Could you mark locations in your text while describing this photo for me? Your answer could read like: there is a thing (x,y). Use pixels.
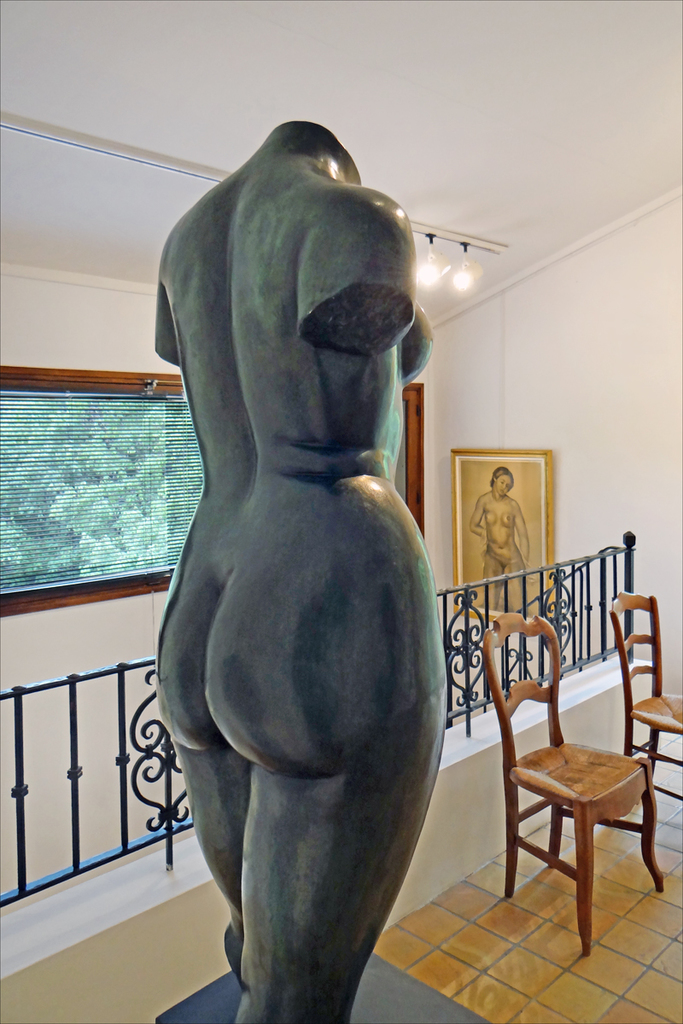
In this picture there is a mannequin (310,588) and some chairs (523,813). Behind the chairs (532,628) there is a railing (582,568) and a photograph (487,510) attached to the wall (500,394). In the background (69,533) there are some lights (422,268) and trees (102,474) through the windows (81,509).
